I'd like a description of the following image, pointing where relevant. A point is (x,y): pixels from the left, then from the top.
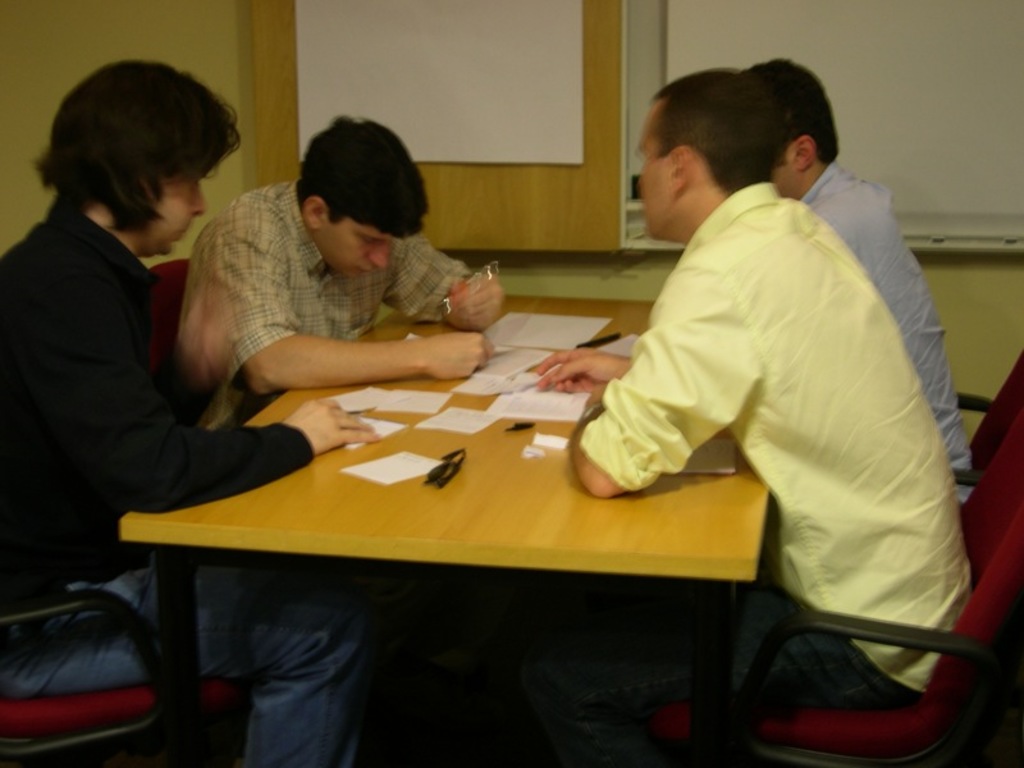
There are four members (786,310) sitting around a table (615,511) in their chairs (832,632). On the table (413,494), there are some papers (509,392), pen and a spectacles (454,456) here. In the background (517,230), there is a wooden board (528,238) to which a white paper (413,55) is attached and a wall (133,31) here.
